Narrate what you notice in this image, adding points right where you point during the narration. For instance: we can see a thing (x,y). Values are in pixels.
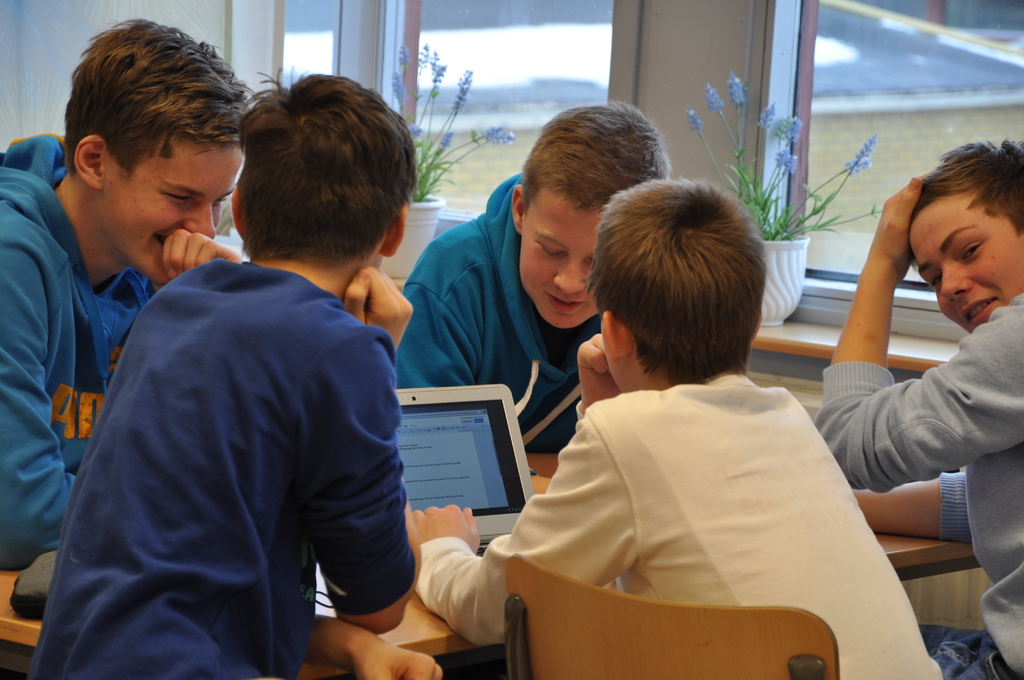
In the picture we can see some boys (985,536) are sitting around the table (455,645) with the chairs (582,661) and watching something on the laptop (472,398) and behind them, we can see the glass window (820,302) and near it we can see two house plants (753,207).
